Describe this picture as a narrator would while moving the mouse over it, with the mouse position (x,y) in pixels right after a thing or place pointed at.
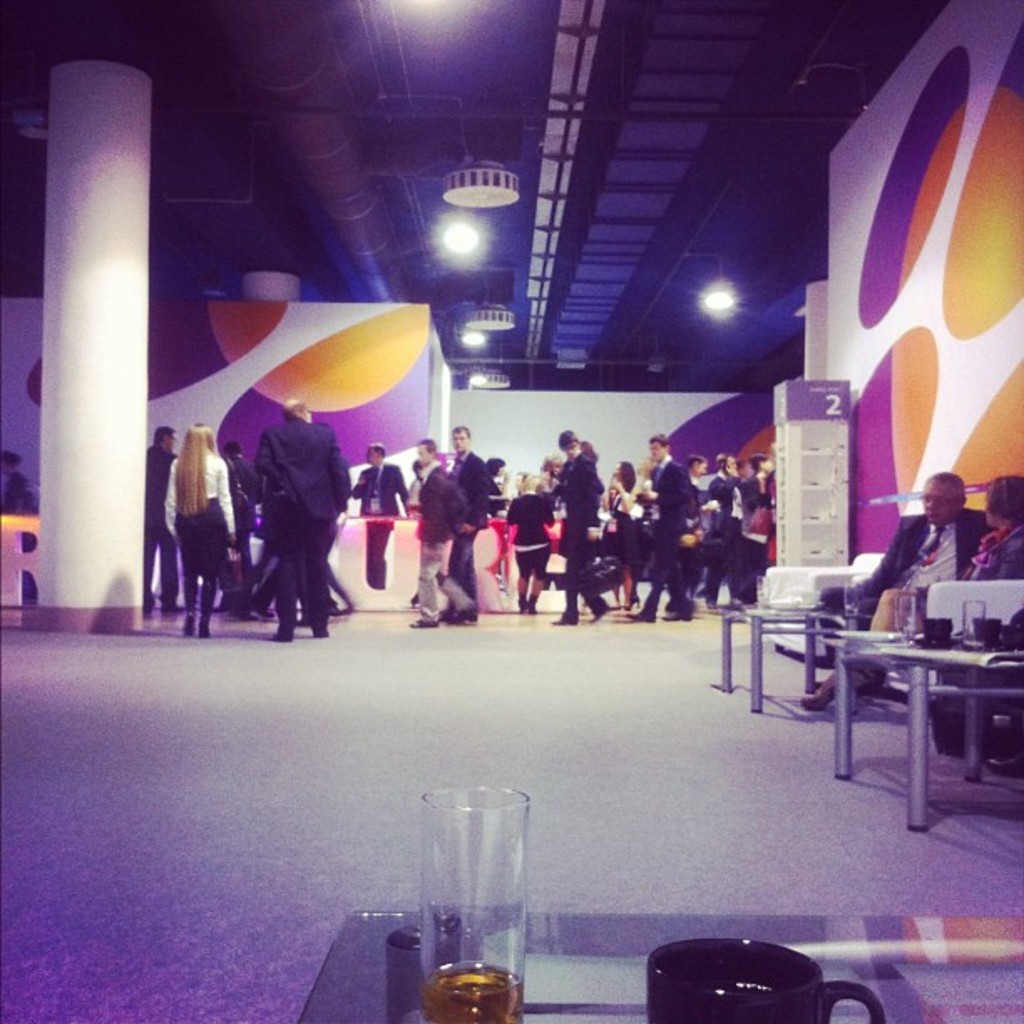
This image is taken indoors. At the bottom of the image (409,688) there is a floor (710,752) and a table (578,986) with a glass of wine (452,976) and a cup (654,1003) on it. At the top of the image (470,296) there is a ceiling (533,198) with lights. In the background (643,424) there is a wall (495,417), a pillar (68,507) and many people (273,525) are standing on the floor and a few are walking on the floor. On the right side of the image (1006,183) there is a wall (991,174) and there are two tables (919,657) with a few things (851,583) on them. A man (954,501) and a woman (995,566) are sitting on the sofa (962,604).
